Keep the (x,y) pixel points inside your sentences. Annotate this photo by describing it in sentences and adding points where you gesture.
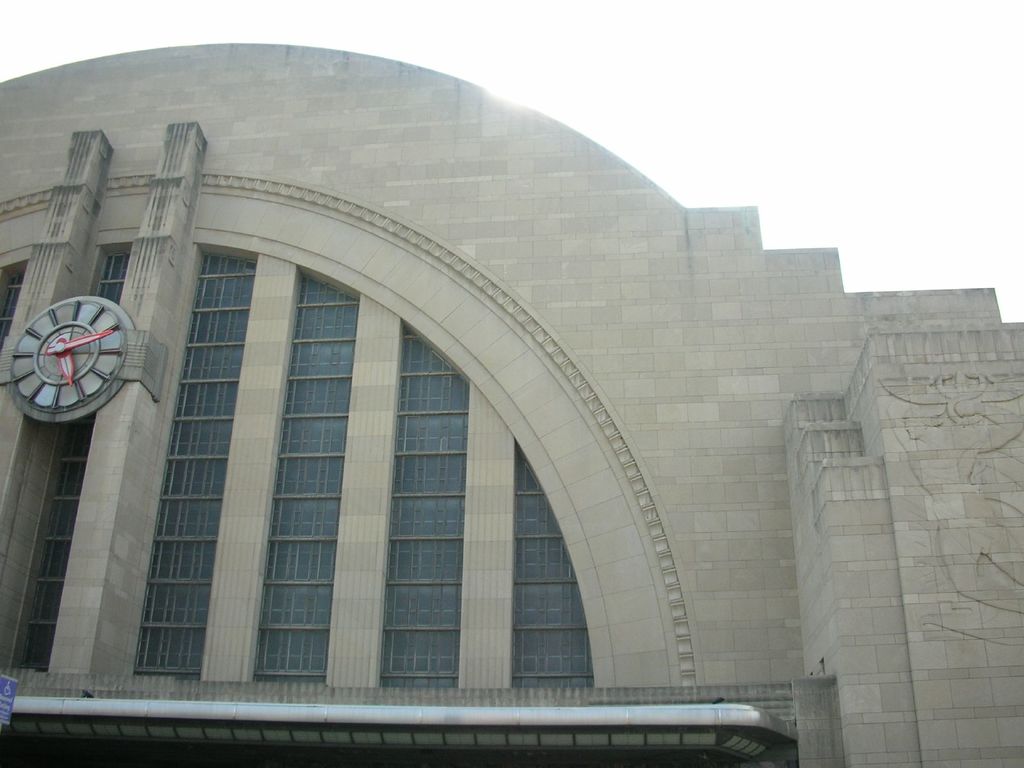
In this picture we can see a building (171,339), clock (96,356) and a sign board (6,702).
